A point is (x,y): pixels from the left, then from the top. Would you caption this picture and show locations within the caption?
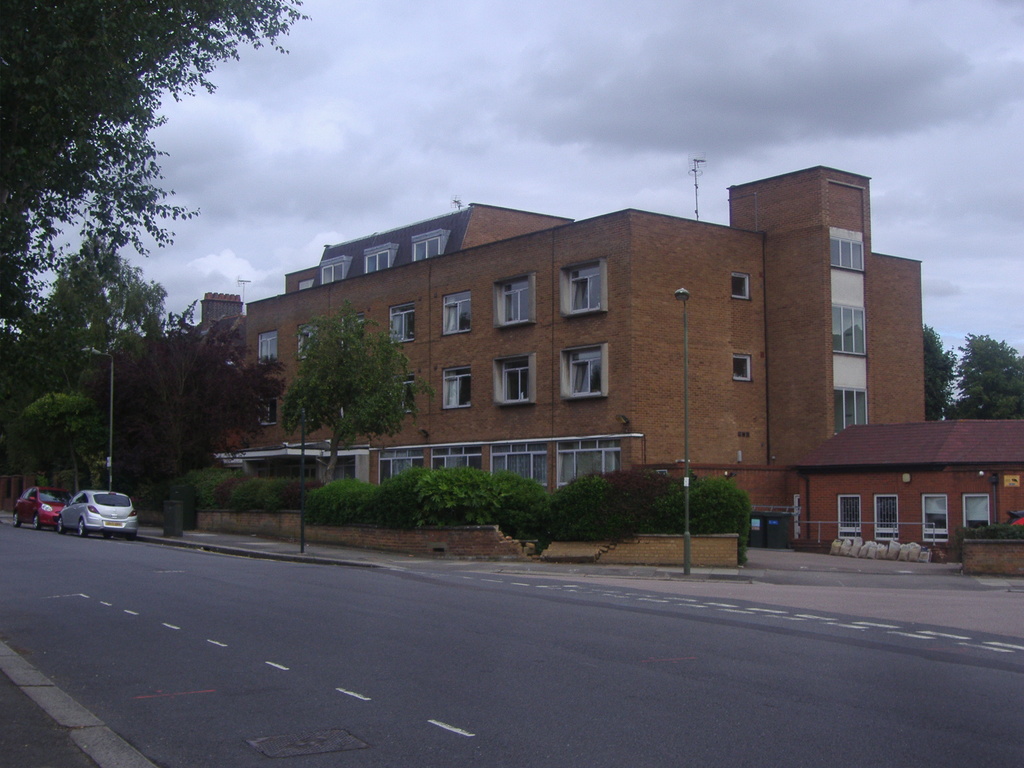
In this image at the bottom (535,640) there is a road (512,611), on the road (123,640) there are some cars (78,517). In the center (460,395) there are some buildings (474,423), trees (326,396), plants (273,502) and in the background (114,359) also there are some trees (120,340). On the top of the image (513,123) there is sky (783,128).
